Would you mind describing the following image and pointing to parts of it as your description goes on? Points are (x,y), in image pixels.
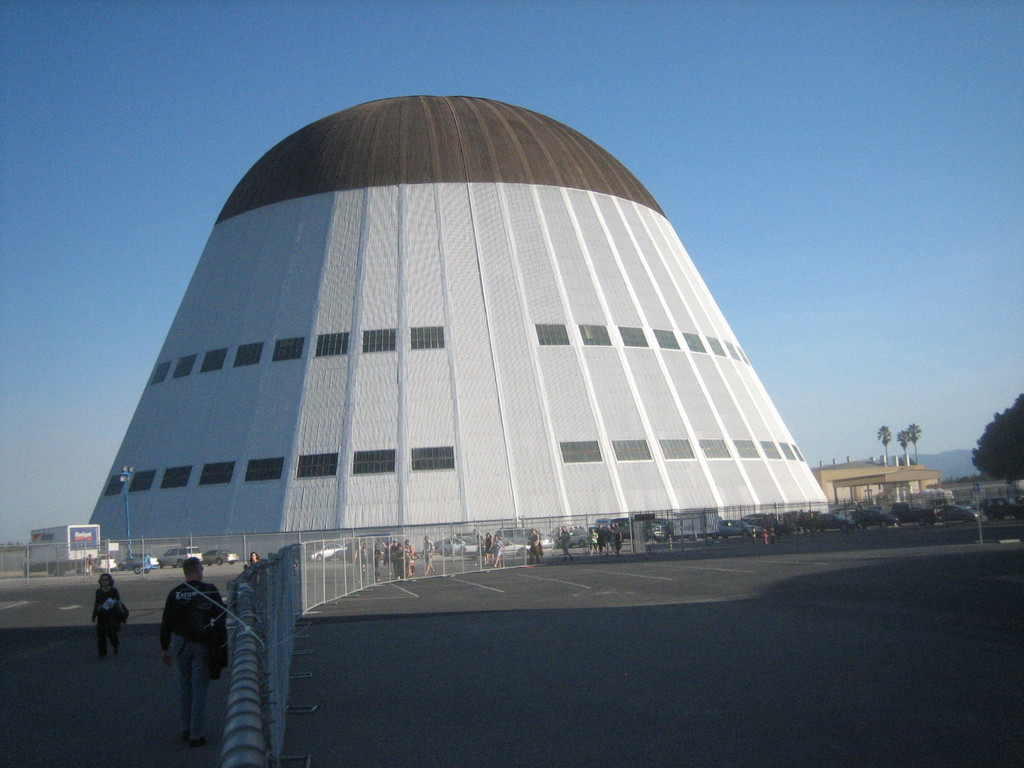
In the center of the image (421,303) we can see a building (380,270). In the foreground (778,723) we can fencing (288,571), vehicles (467,552), persons (178,612) and road (544,632). In the background (884,228) we can see sky (687,135).
